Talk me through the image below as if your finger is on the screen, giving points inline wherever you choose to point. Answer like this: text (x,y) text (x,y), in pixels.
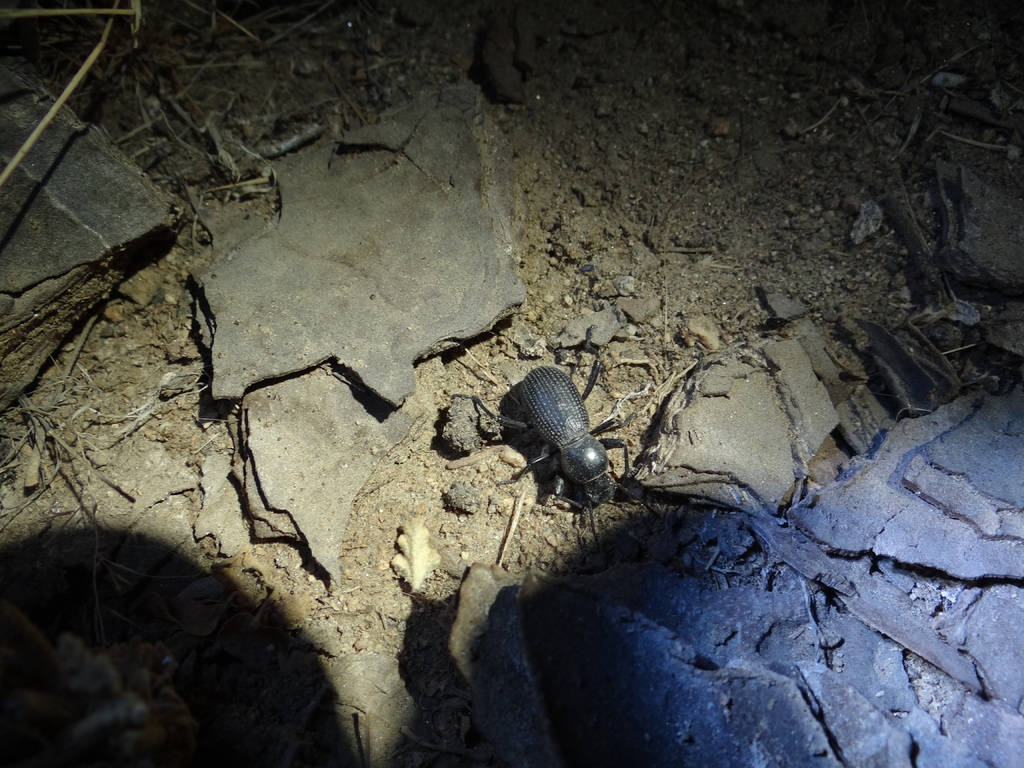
In this image we can see a insect (578,468) on the ground (237,299).
